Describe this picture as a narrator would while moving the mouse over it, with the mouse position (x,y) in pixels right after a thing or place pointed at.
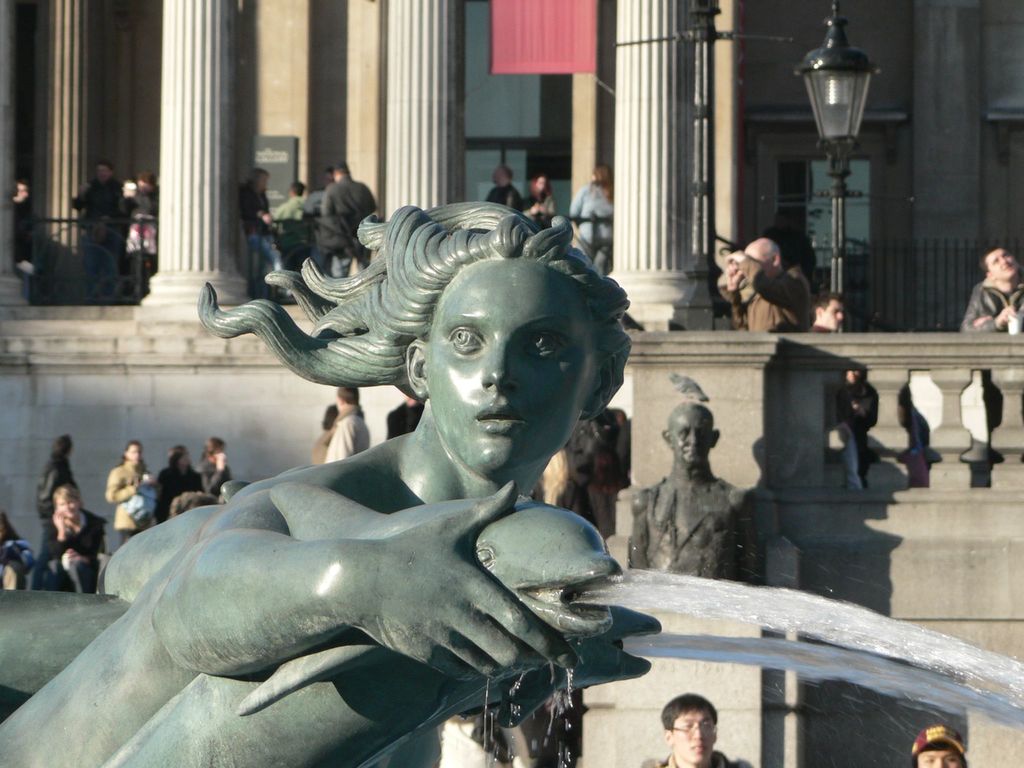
In this image we can see a fountain (500,592) with a statue (329,500). In the background of the image (26,155) there is a building (628,269) with pillars (658,35). There are people (141,197). There is a statue (696,492) on the pillar (741,400). There is a light pole (817,58).
